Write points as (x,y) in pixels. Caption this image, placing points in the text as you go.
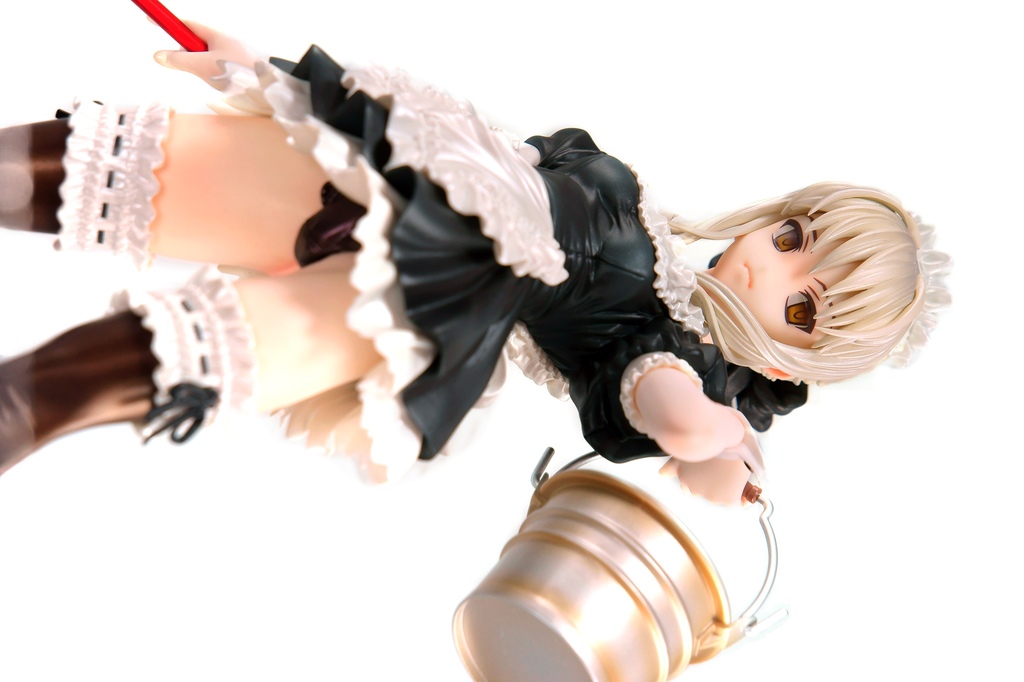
In this picture we can see a doll (536,364), there is a bucket (625,550) at the bottom (628,558), we can see a white color background (675,131).
